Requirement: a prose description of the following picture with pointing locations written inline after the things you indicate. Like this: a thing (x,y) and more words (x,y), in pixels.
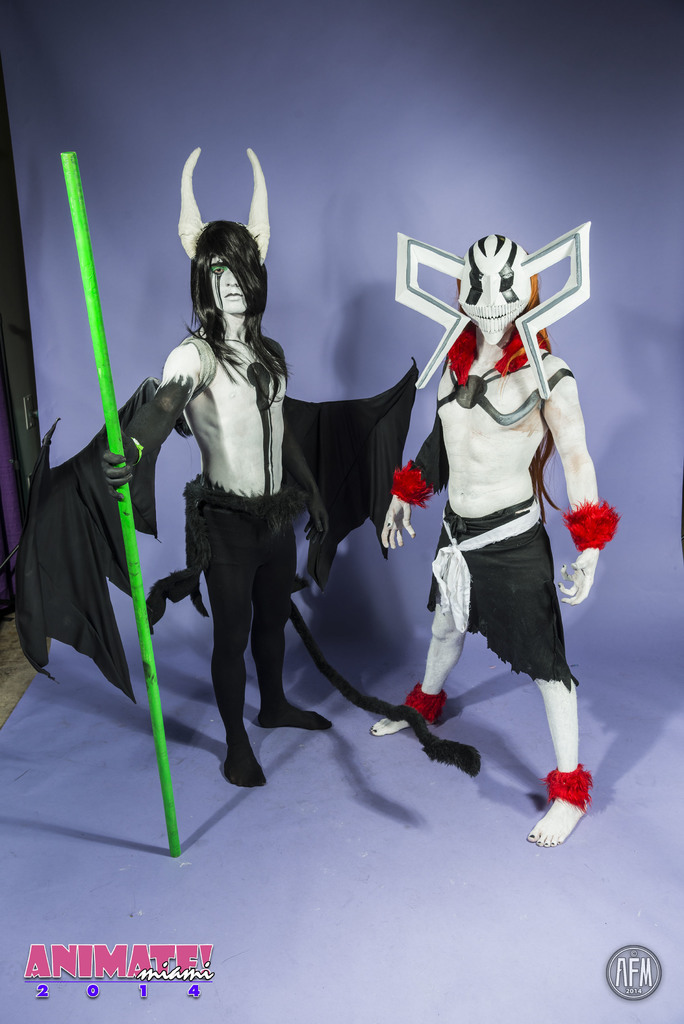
In this image, we can see two people (365,520) are standing and wearing different costumes (250,523). Here a person (137,431) is holding a stick (137,559). At the bottom of the image (207,958), there is a watermarks (127,971).
